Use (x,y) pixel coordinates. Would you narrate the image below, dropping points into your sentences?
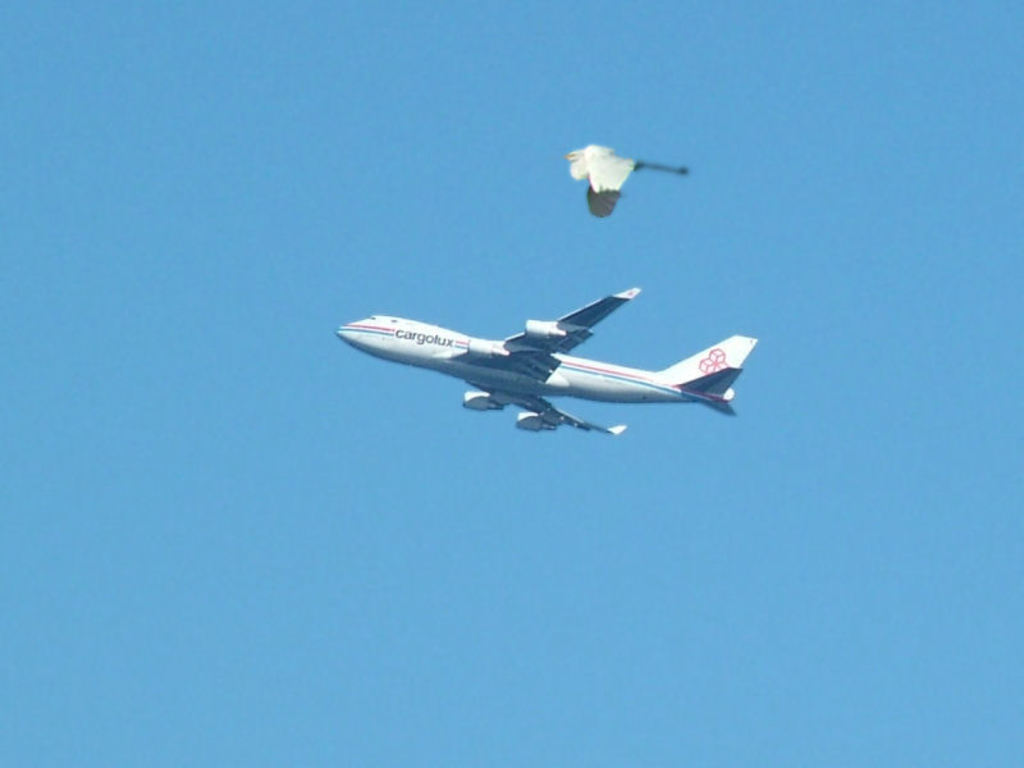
In the image there is an aircraft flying in the air (366,253), above the aircraft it looks like there is a bird (598,167) also flying in the air (445,276).
